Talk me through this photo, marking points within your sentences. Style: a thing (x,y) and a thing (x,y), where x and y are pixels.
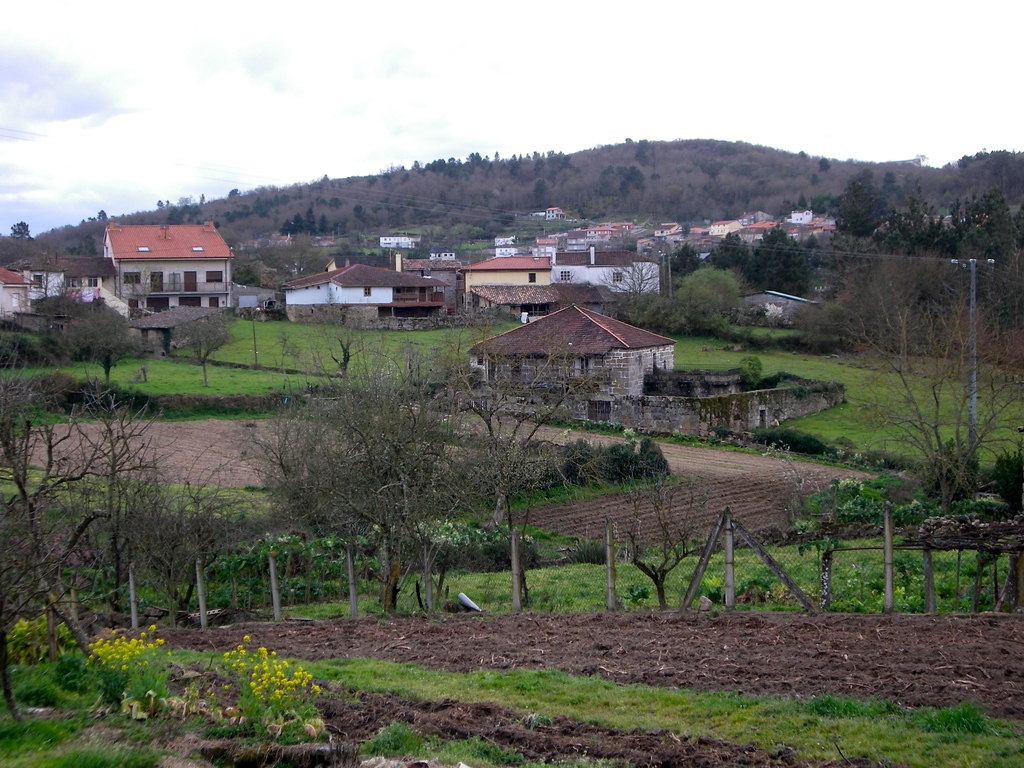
In this image, there are a few houses (520,297). We can see the ground (671,636). We can see some grass (462,686), plants (283,551) and trees (306,491). There are a few poles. We can also see some hills (723,146) and the sky (589,143).
